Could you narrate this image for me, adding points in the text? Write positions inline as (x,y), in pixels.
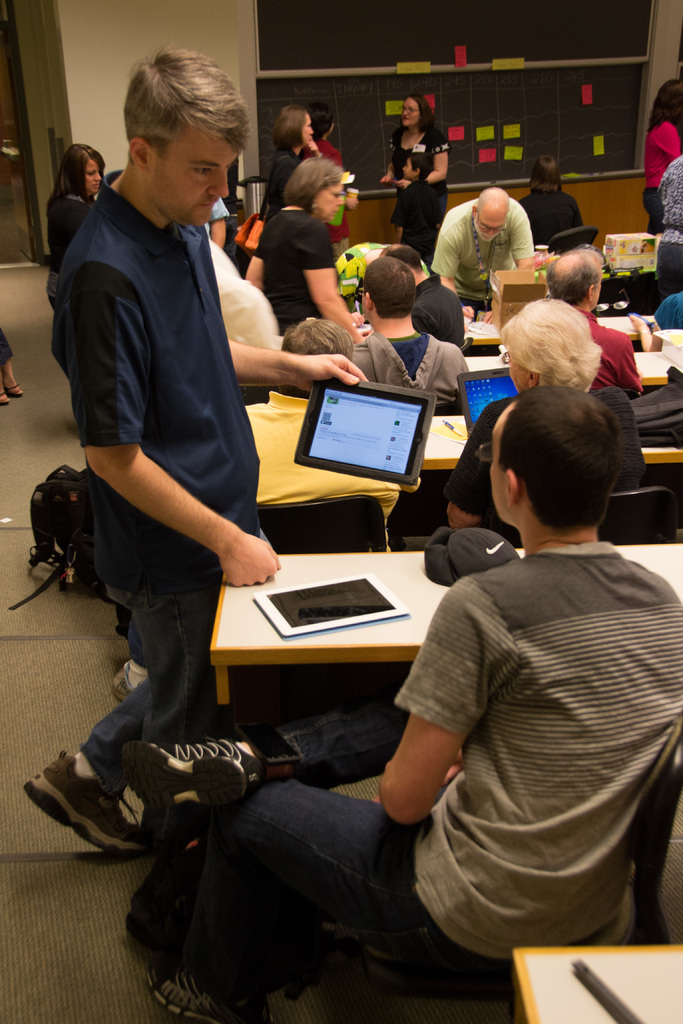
In this image there are people (371,730) sitting on the chairs (665,503). In front of them there are tables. On top of it there are laptops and a few other objects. In the background of the image (447,126) there are boards (447,50). There is a wall (161,40). At the bottom of the image (49,928) there is a mat (48,930).
